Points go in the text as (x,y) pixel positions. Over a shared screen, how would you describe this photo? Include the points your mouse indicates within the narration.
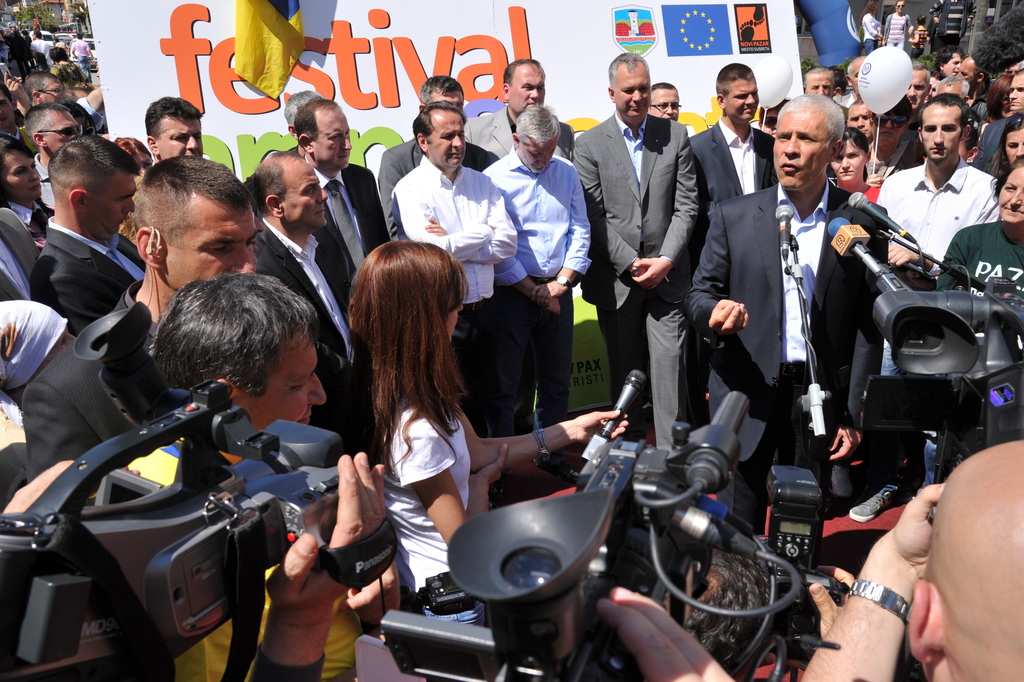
In this image I can see a group of people (533,353) are standing on the road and are holding cameras (715,479) in their hand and mike's (986,37). In the background (884,71) I can see a hoarding (481,102), trees (931,63), vehicles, balloon (881,84), poles (975,29) and buildings (987,5). This image is taken may be during a day.
